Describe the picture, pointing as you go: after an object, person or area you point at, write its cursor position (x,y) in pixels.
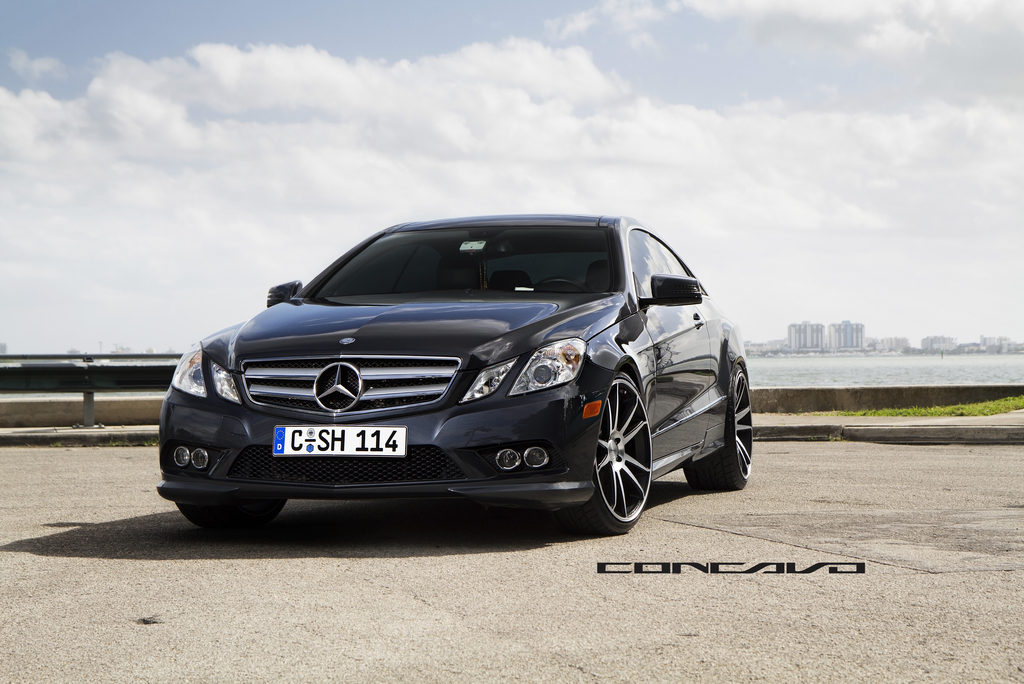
In this image there is a car (301,367) on the road (330,573). Behind the car (191,352) there's grass (903,410) on the ground (818,420). Behind it there is the water (857,361). In the background (802,337) there are buildings (814,343). At the top (486,86) there is the sky (592,147). To the left (131,374) there is a railing (102,367). At the bottom (686,573) there is text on the image.
